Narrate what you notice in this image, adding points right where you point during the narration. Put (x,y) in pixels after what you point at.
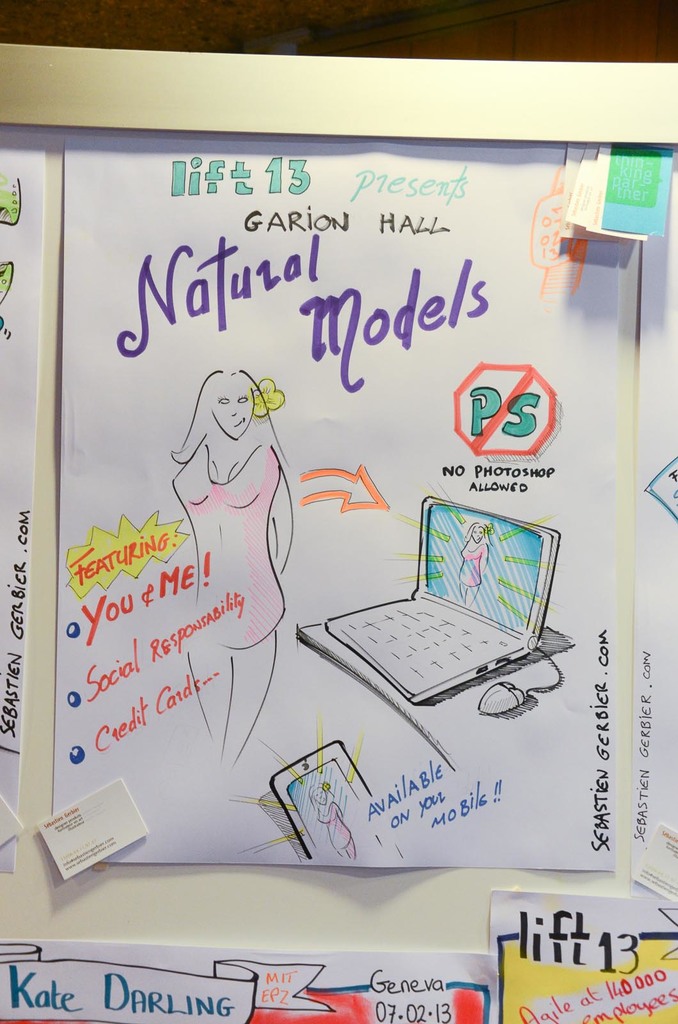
In this picture we can see posters (326,322) and on posters (245,496) we have laptop (500,603) mouse (493,705) is attached to it and a no Photoshop allowed symbol (545,409) and for this poster (116,774) we have some sticker (101,802) sticked to it.
